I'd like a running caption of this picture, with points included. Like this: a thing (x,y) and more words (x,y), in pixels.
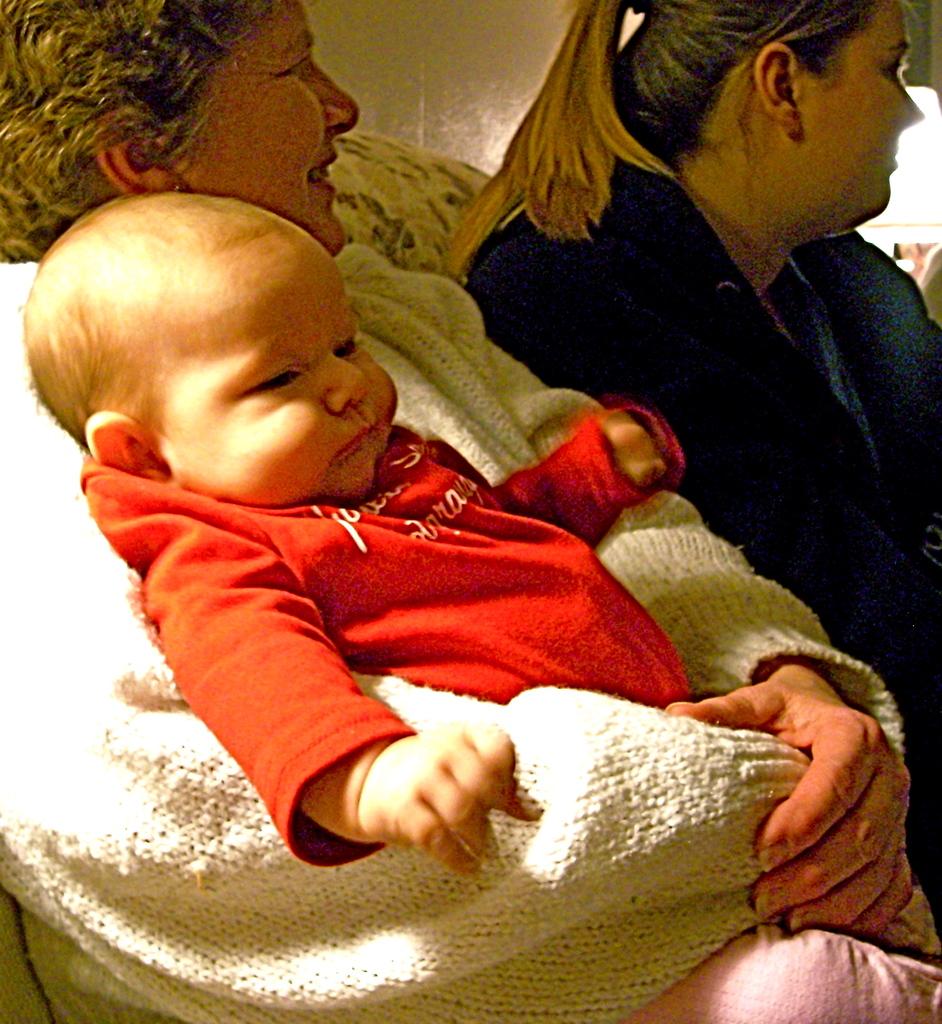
In this image I can see three persons (119,166) sitting, the person (138,621) in front (649,513) is wearing white color dress (126,625) and holding a baby (251,603) and the baby (426,575) is wearing red color dress (506,568). Background (430,73) the wall (444,69) is in cream color.
